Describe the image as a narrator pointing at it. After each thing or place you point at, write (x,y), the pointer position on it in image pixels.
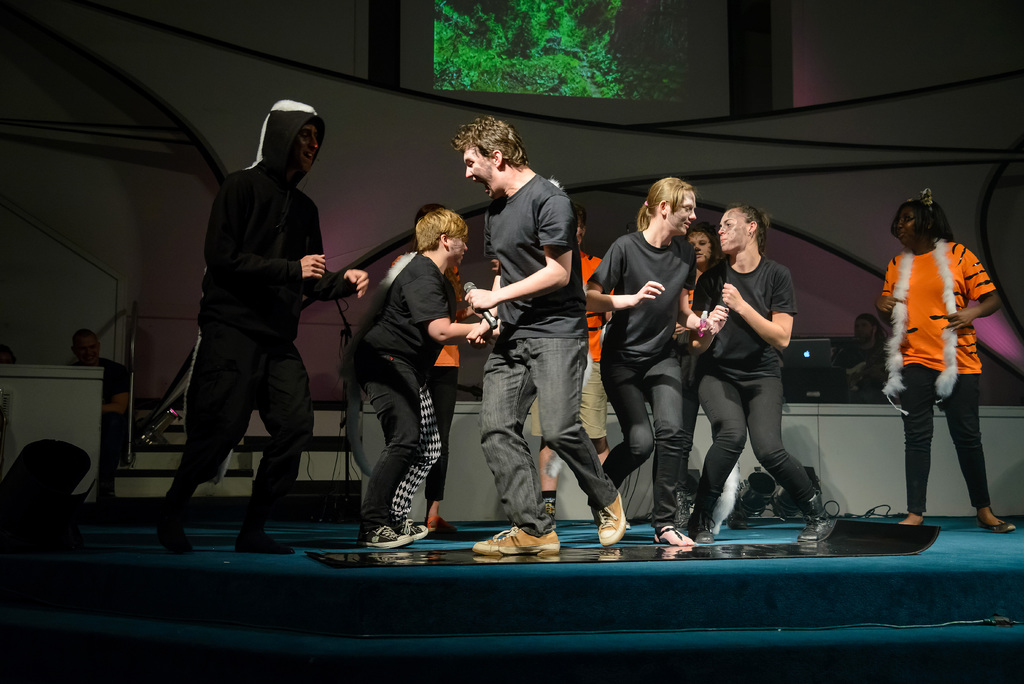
In this picture I can see the group of persons (746,357) who are wearing the black t-shirt (749,373) and they doing dance on the stage (562,537). Behind them I can see two men (590,404) were standing near to the focus lights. On the right (965,264) there is a woman (940,289) who is wearing orange t-shirt (922,354), black trouser (916,432), slippers (984,526) and spectacle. She is standing near to the table (899,428). On the table (940,431) I can see the laptops (818,356) and other objects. On the left (124,412) there is a man (103,382) who is sitting near to the stairs (167,441). At the top (591,90) I can see the projector screen (575,3) which is placed near to the wall (321,15).
